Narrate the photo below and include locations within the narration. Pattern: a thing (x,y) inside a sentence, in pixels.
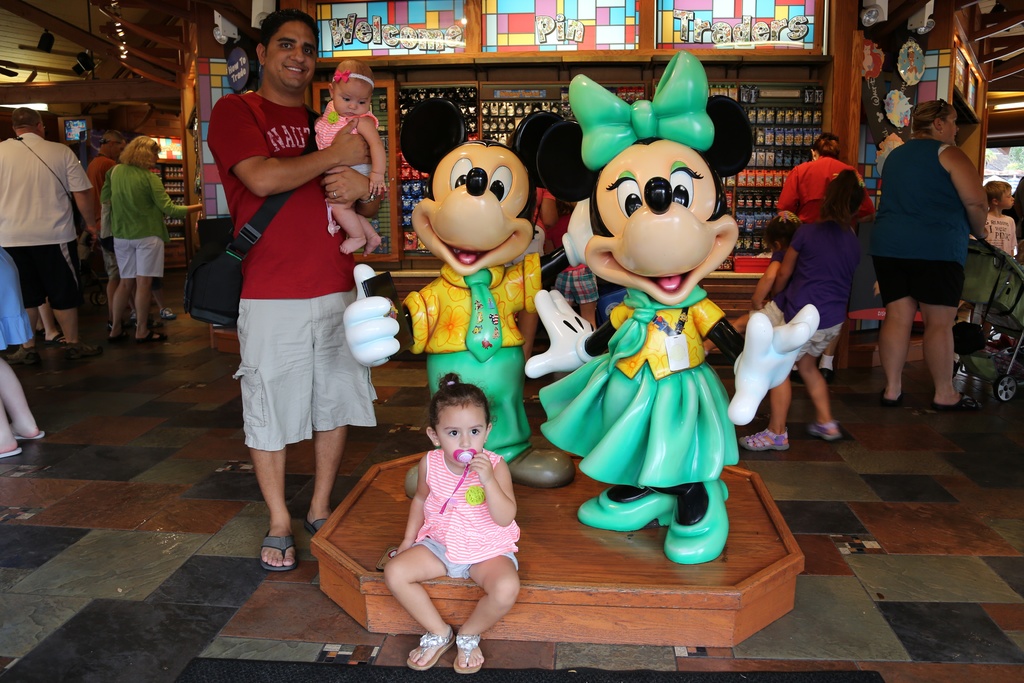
In the image on the wooden pedestal (572,483) there are two statues (665,283) of toys (518,400). There is a girl (489,492) sitting on the wooden pedestal (402,529). Beside the statues (524,480) there is a man (275,287) standing and holding a baby (323,132) in his hands (361,141). And he wore a bag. behind them there is a store (464,94) with few items (492,127) in it. And there is text (746,18) on the board (522,35). And in the image there are few people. On the right side of the image (1004,358) there is a woman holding a stroller (1011,347). At the top of the image (99,32) there is a ceiling (105,46).
